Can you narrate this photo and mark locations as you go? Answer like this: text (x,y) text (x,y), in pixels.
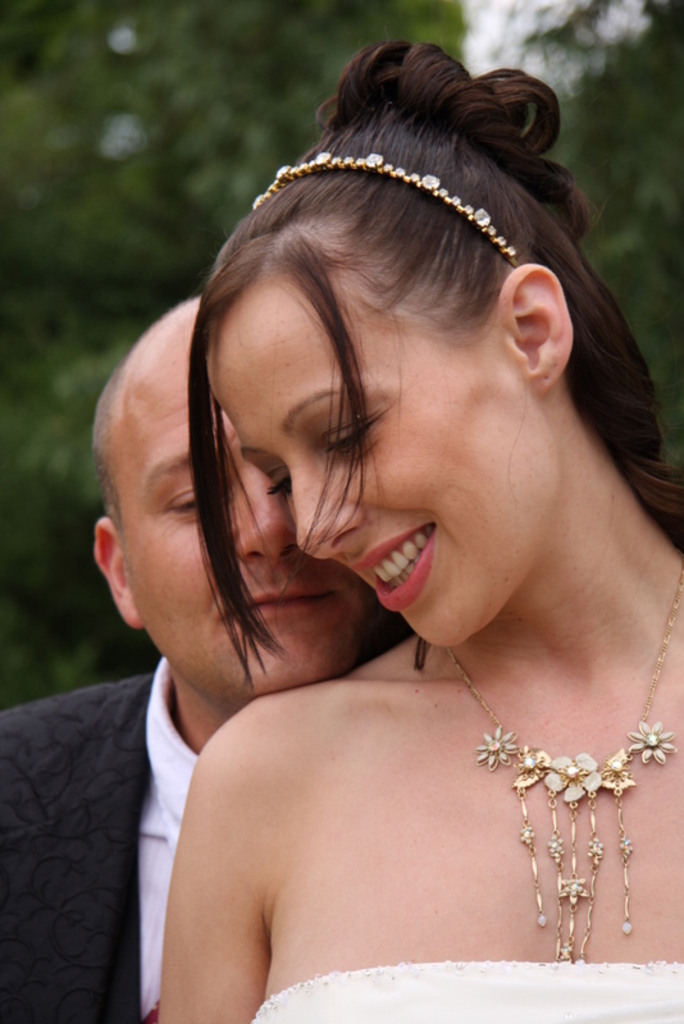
In this picture we can see there are two people (227,699) standing and the woman (355,529) is smiling. Behind the people (152,335) there are trees (602,206) and it looks like the sky (507,21).
